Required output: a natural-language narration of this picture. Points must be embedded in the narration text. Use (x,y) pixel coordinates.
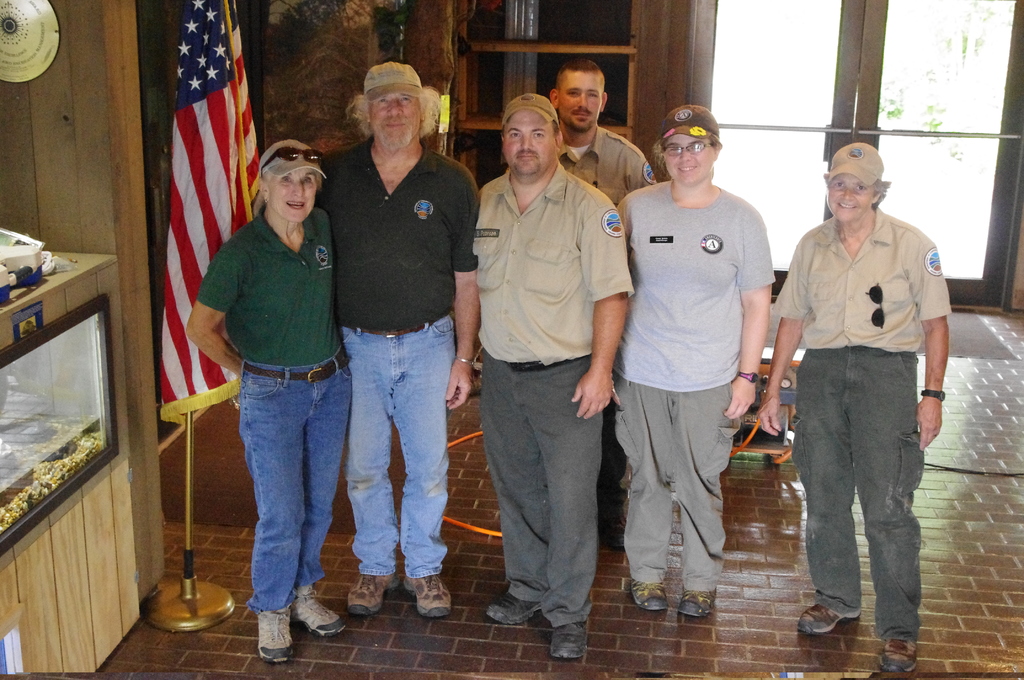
In this image I can see few people (669,127) are standing and I can see except one rest all are wearing caps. I can also see three of them are wearing uniforms (588,191) and behind them I can see doors (809,109). On the left side of this image (188,77) I can see a glass box (110,337), a flag (172,192) and a golden colour thing (28,11) on the wall (19,129).
